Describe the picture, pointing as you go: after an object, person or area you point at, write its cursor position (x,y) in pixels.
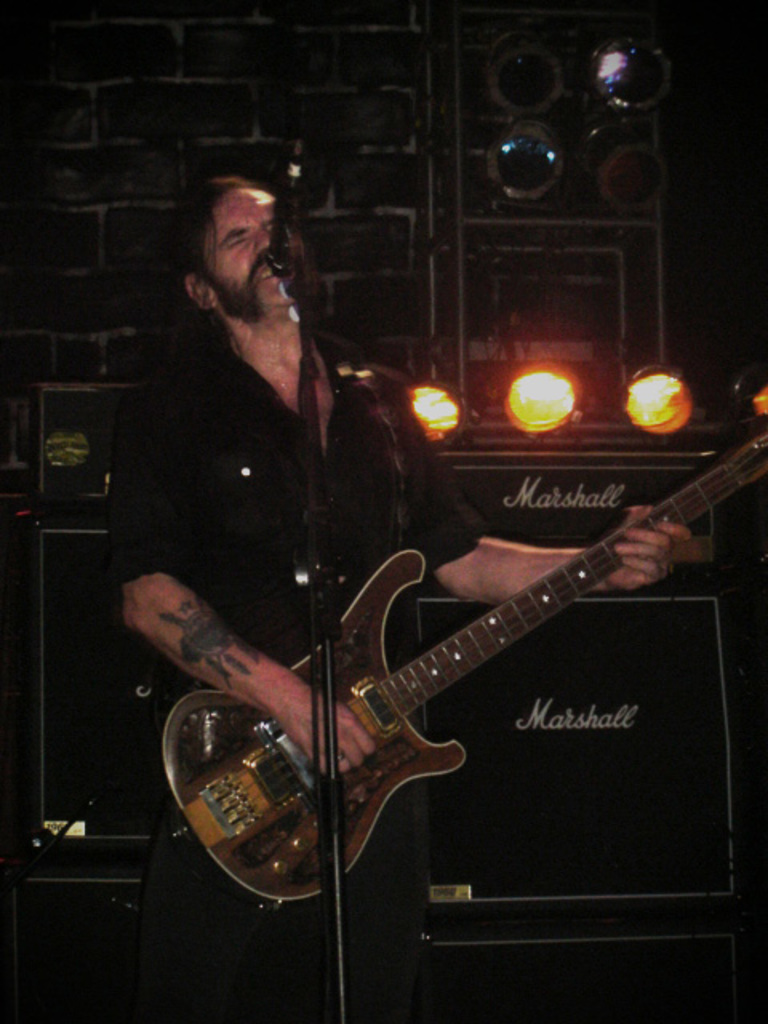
In this picture we can see a man (203,490) standing in front of mike (274,254), and he is playing guitar (598,549). On the background (367,58) we can see the wall (411,180). And these are the lights (522,405).
